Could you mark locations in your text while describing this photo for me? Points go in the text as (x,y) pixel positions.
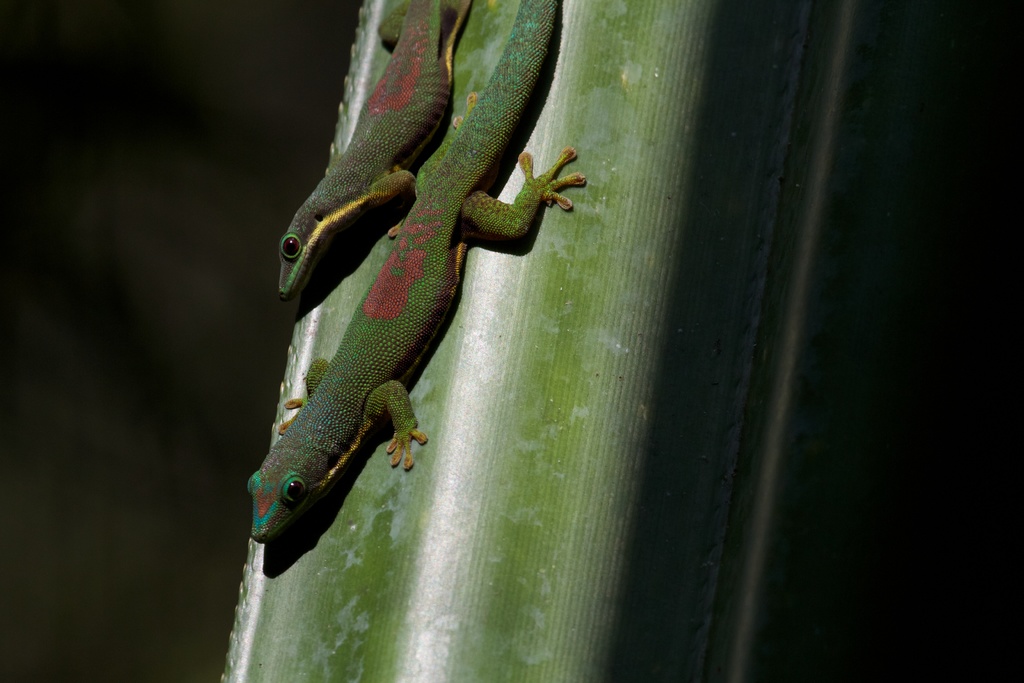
In this image we can see two reptiles (581,182) on the leaf (452,515) of a plant (460,478).
